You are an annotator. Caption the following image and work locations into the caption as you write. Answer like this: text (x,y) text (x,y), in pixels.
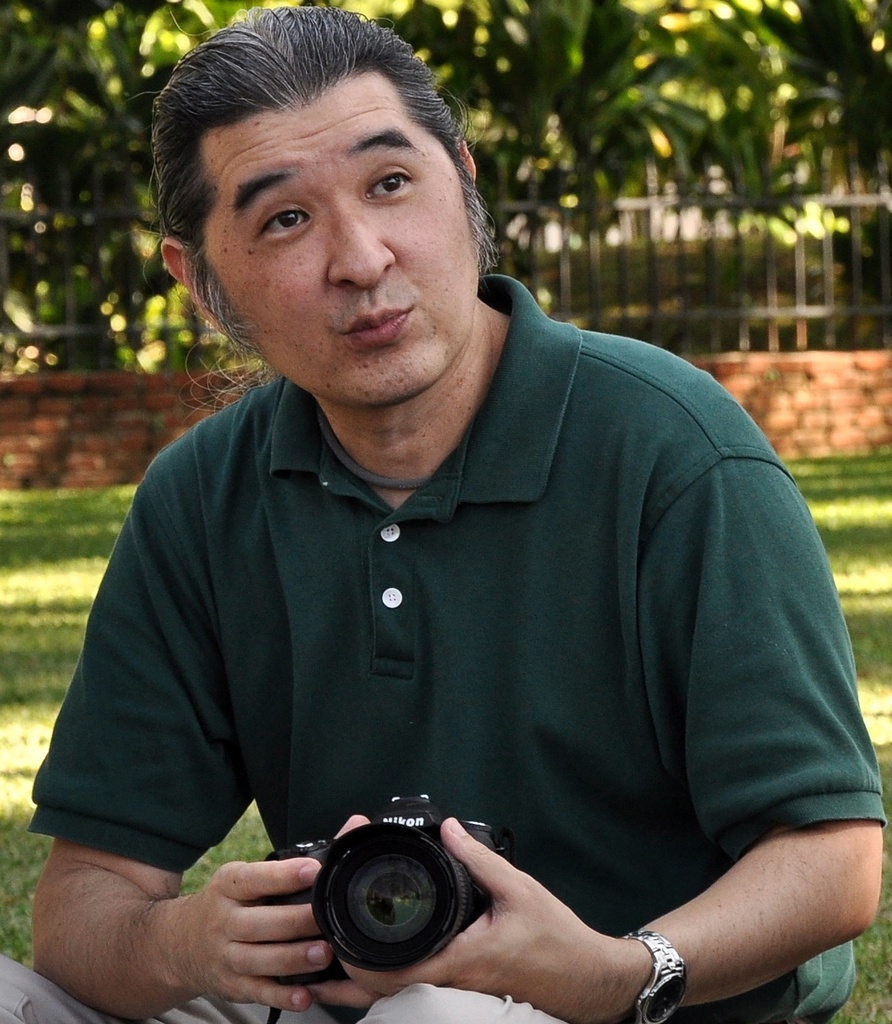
In this picture we can see a man (133,739) who is sitting on the grass (57,693). He hold a camera (365,903) with his hands (471,928). He wear a watch (652,1021). On the background (558,1) we can see some plants (146,126).
